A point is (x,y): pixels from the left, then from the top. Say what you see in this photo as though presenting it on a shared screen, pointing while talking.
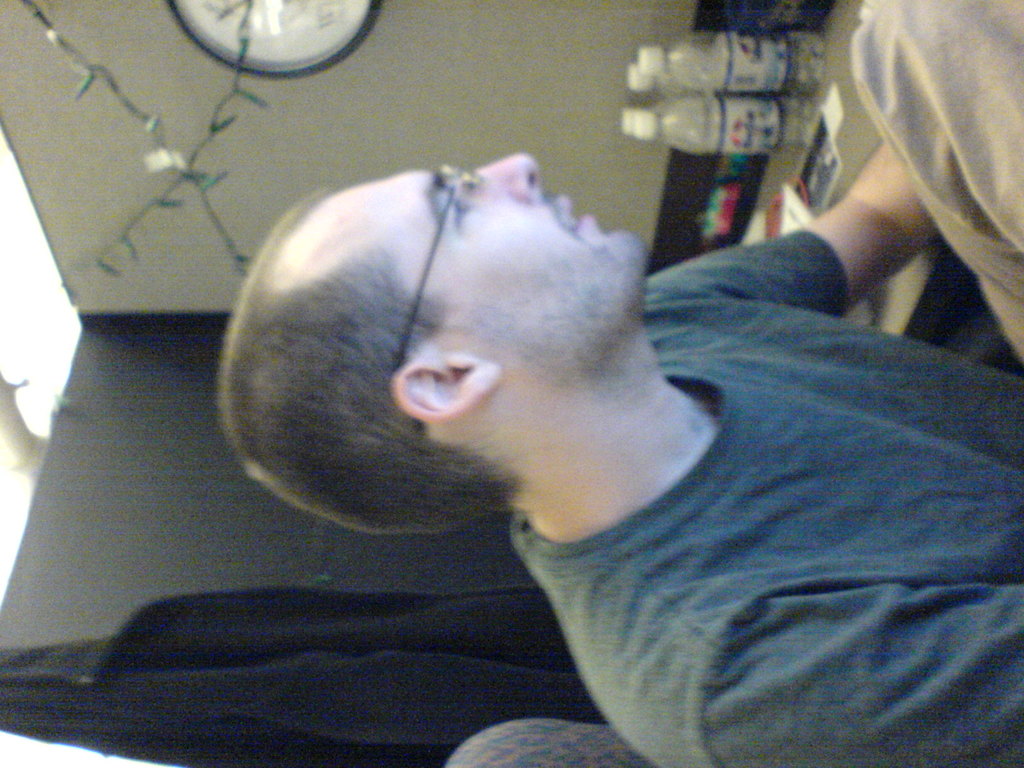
In this image there is a person (818,489) sitting, there are bottles (741,103) on the surface (850,97), there are objects (817,183) on the surface (844,140), there is a wall clock (289,39) truncated, there is a cloth (253,687) hanged on the object (176,539), there is a chair (517,746) truncated.
